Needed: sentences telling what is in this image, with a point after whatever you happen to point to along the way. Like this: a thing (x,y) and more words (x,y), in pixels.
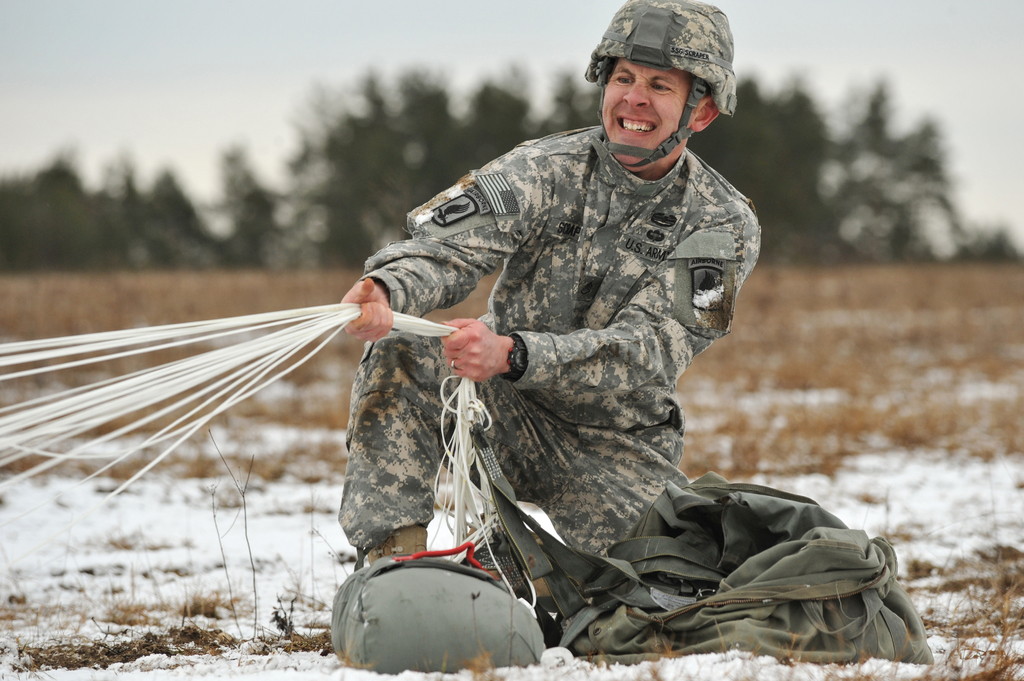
In the picture I can see a man (559,331) is holding white color ropes (291,329) in hands (458,325). The man (601,253) is wearing a helmet (621,153) and a uniform (575,402) on the ground (548,671). I can also see bags (611,603) on the ground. In the background (346,177) I can see trees (306,166), and the sky (227,114). The background of the image (386,157) is blurred.
